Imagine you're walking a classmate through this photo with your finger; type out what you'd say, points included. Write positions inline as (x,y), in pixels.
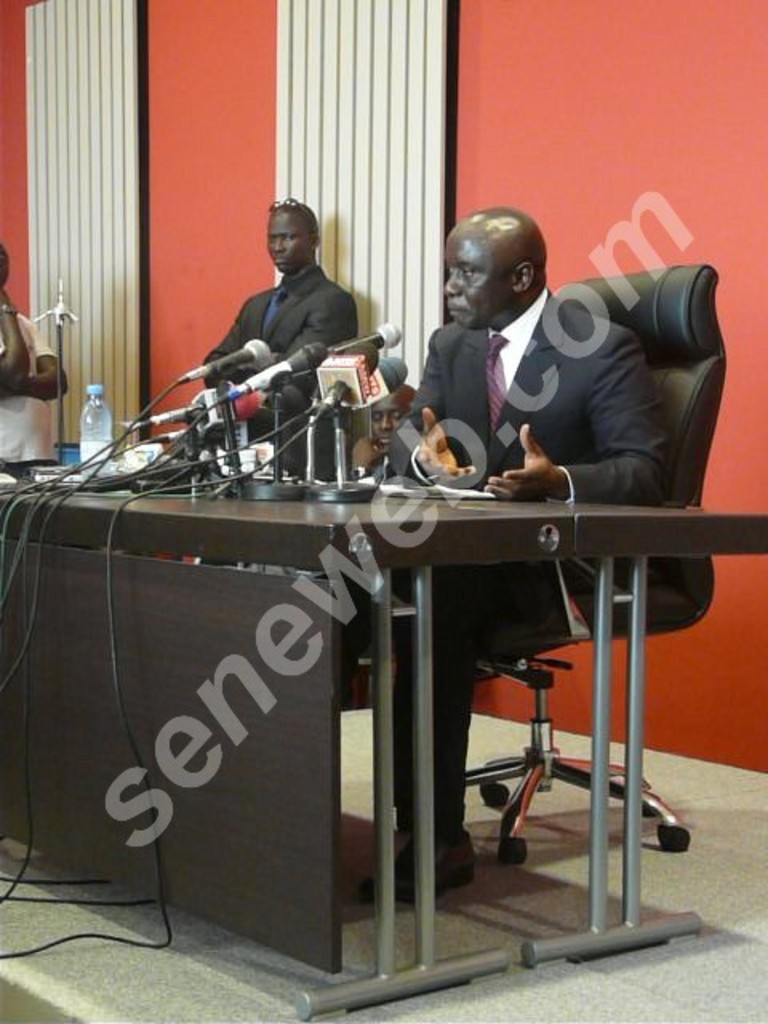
In this image I see a man (649,488) who is sitting on the chair (720,370) and he is wearing a suit (467,579), I can also see there is a table (648,555) in front (632,547) and there are lot of mics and a bottle (102,394) on it. In the background (74,364) I see 3 people (13,364) and the wall (731,596).
